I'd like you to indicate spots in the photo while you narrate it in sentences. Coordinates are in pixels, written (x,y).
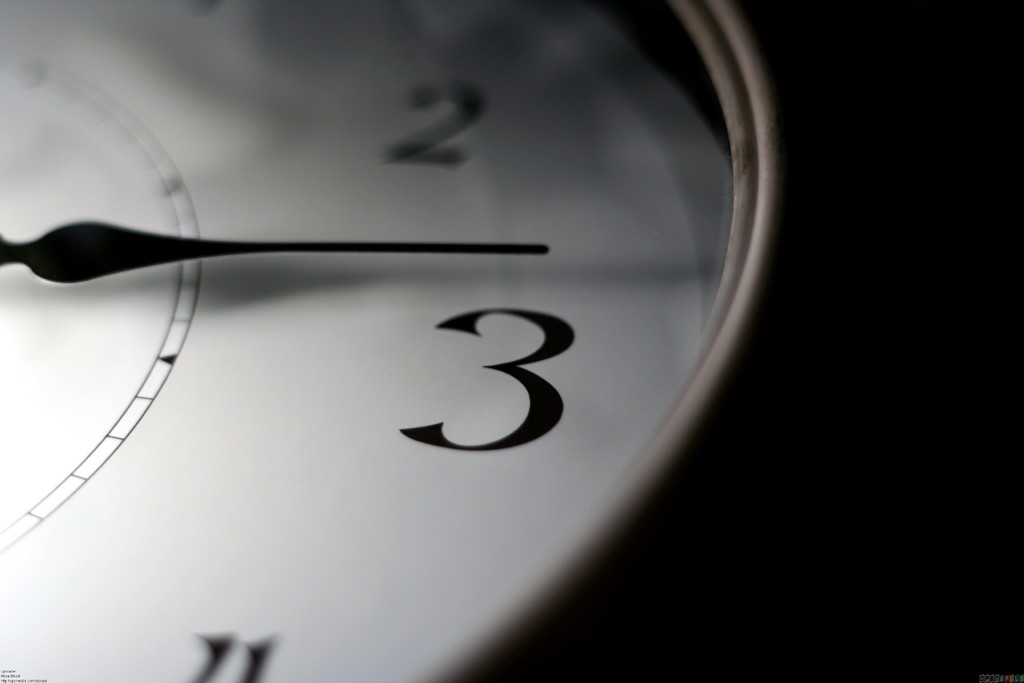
In this image I can see a portion of wall clock (520,234) with some numbers (480,111) and a pointer (9,251).
